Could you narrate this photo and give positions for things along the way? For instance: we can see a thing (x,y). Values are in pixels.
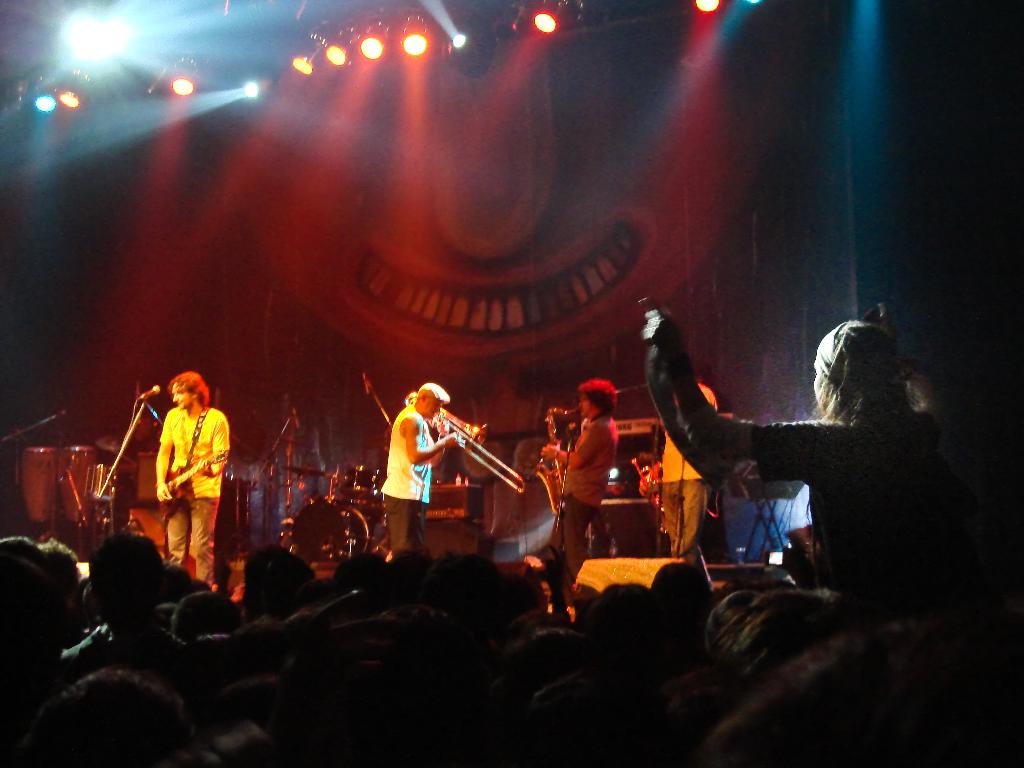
In this picture we can see four people (584,505) standing here, a man (174,457) on the left side (180,477) is playing a guitar (184,469), we can see a microphone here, in the front (659,656) there are some people (483,662) here, we can see some lights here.
